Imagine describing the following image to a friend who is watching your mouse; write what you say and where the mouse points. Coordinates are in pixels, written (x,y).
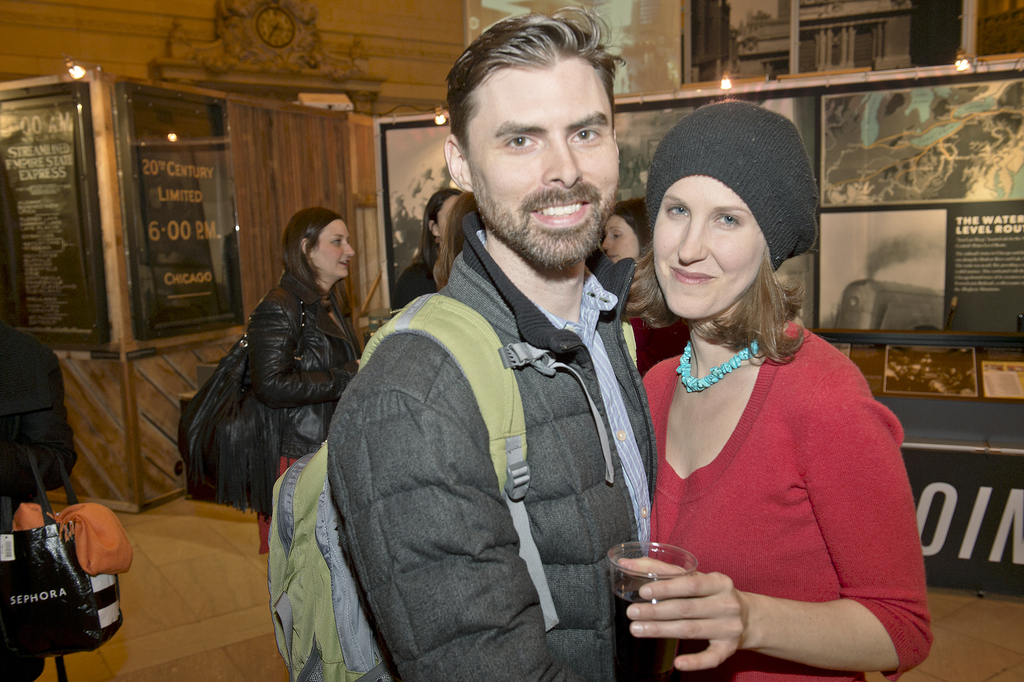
This picture describe about the boy (445,366) wearing a black color jacket (463,449) with a green backpack (466,322) on the back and giving a pose into the camera. Beside we can see a women (740,531) wearing red color t-shirt (773,448) smiling and holding a wine glass (646,651) in the hand (660,630). Behind we can see the poster (391,245), wooden door (243,154) and a clock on the top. Beside two black photo frames (155,221).
